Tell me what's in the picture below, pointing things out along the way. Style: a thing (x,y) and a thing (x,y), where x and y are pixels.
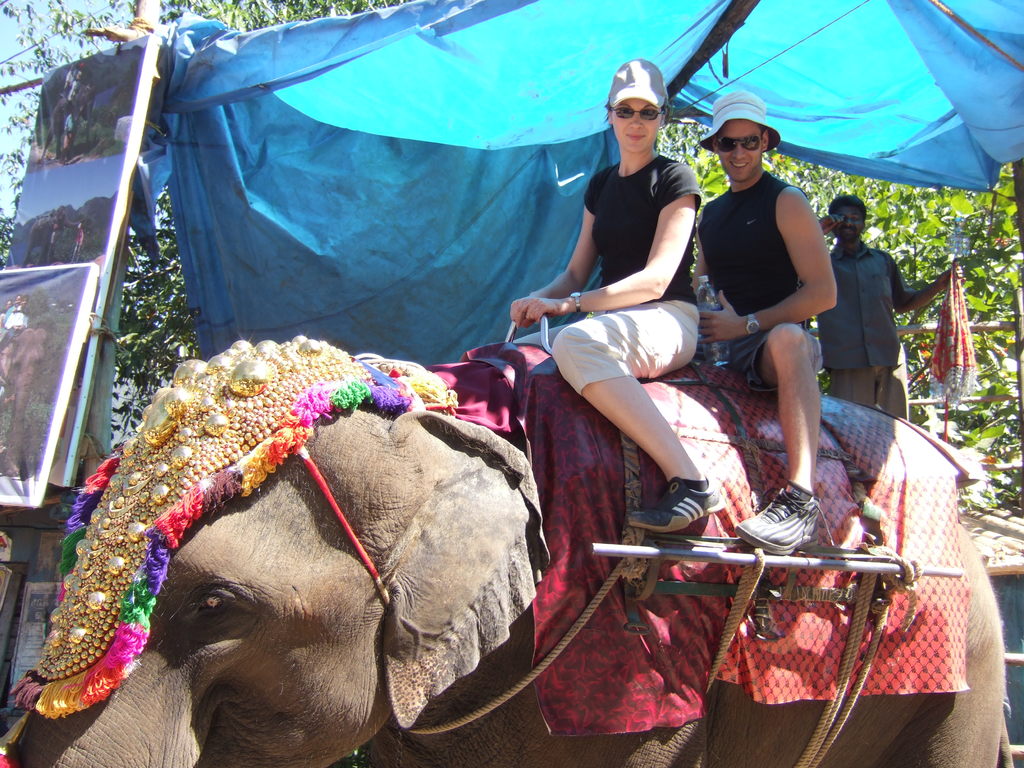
These two persons (791,380) are sitting on the elephant (961,700) and wear caps (732,111), glasses (722,139). On the background (481,25) we can see person (939,286) holding cloth (951,325), trees (991,296), tent (863,16), boards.
